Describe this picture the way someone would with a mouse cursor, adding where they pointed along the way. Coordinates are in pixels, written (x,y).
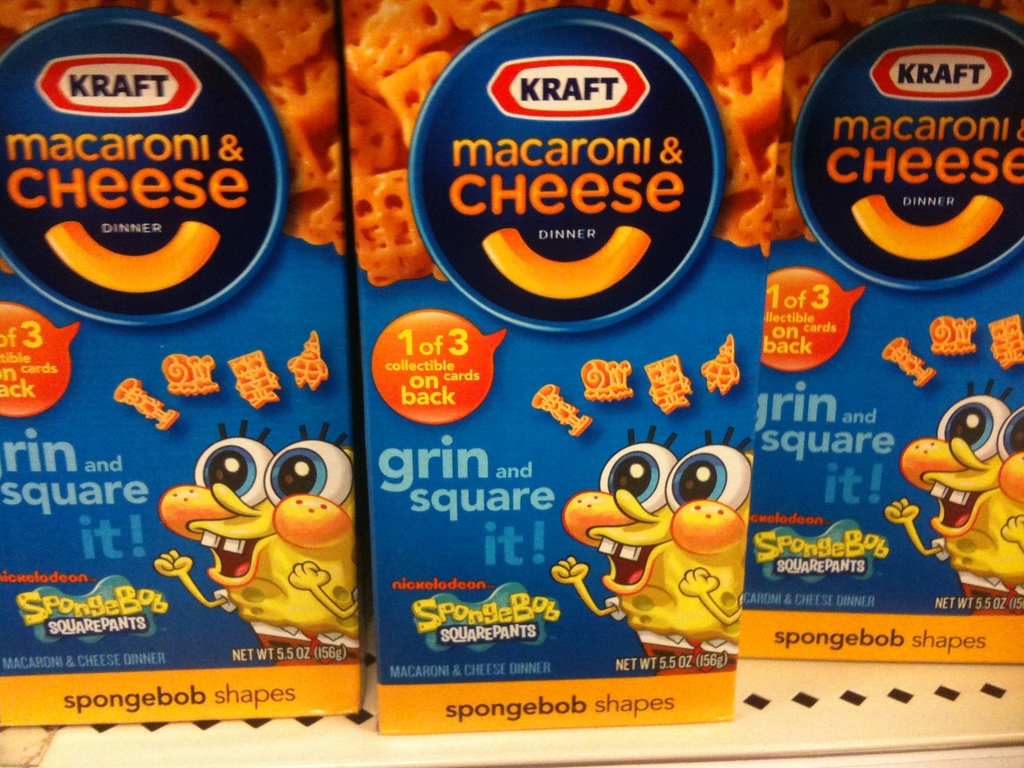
In this picture we can see three cheese boxes (530,417) here, we can see depictions (241,463) on these boxes (547,307).
